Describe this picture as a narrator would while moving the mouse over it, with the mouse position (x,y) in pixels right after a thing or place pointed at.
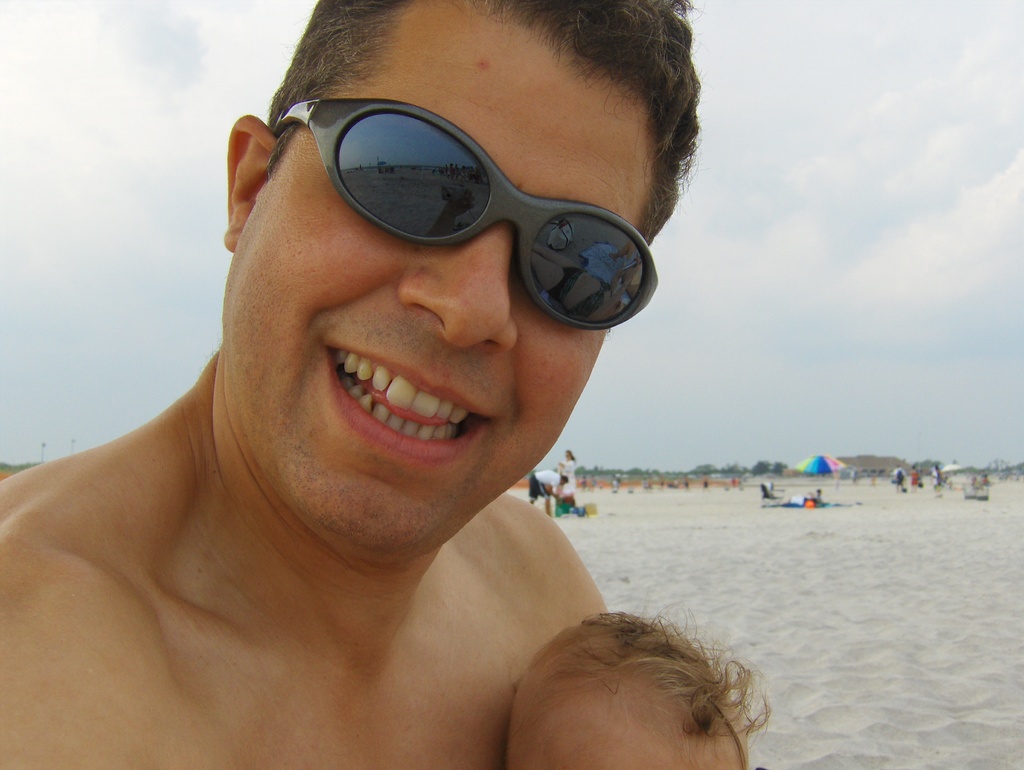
In this picture we can see a person (268,430) wearing spectacles (538,263), behind we can see few people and we can see umbrellas (813,474).
